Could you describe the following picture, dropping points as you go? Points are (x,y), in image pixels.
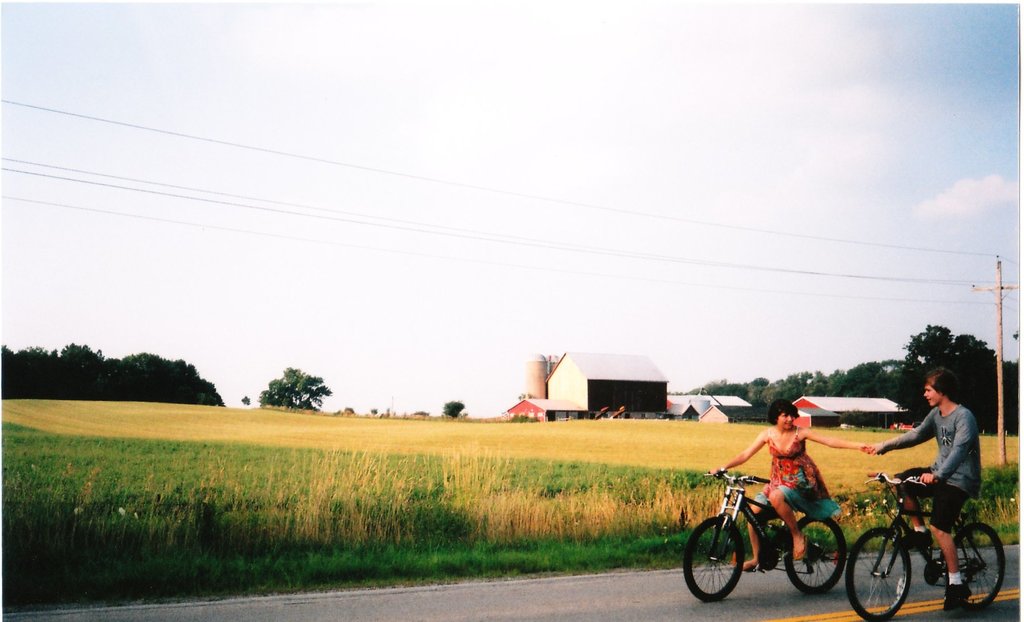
In this image i can see a woman (800,484) and a man (881,454) riding a bicycle (900,553). In the background (599,465) i can see a farm (523,449), a building (586,393), few trees (162,381), a electric pole (1001,412) and sky (748,135).
